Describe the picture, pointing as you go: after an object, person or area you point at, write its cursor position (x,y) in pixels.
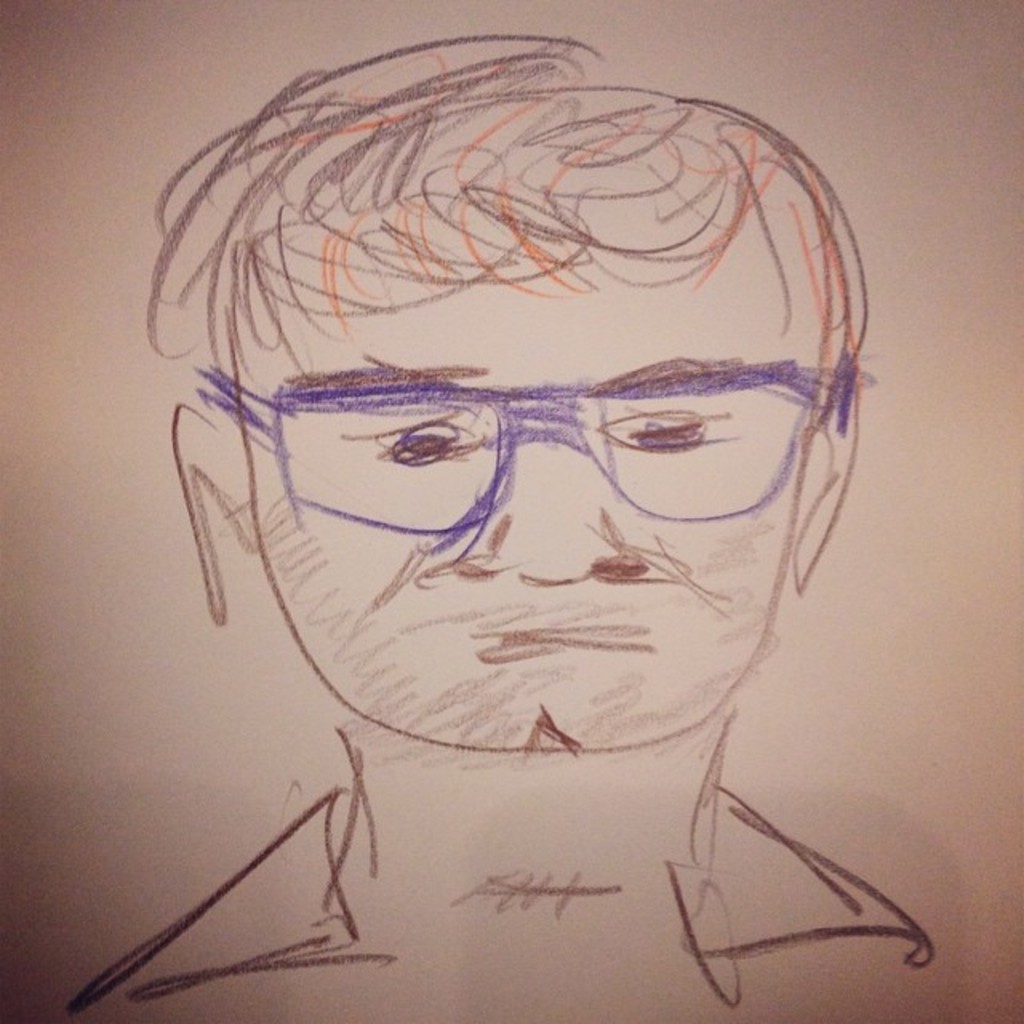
In this picture I can see drawing (632,661) of a man (422,319) on the white color background (284,721).
